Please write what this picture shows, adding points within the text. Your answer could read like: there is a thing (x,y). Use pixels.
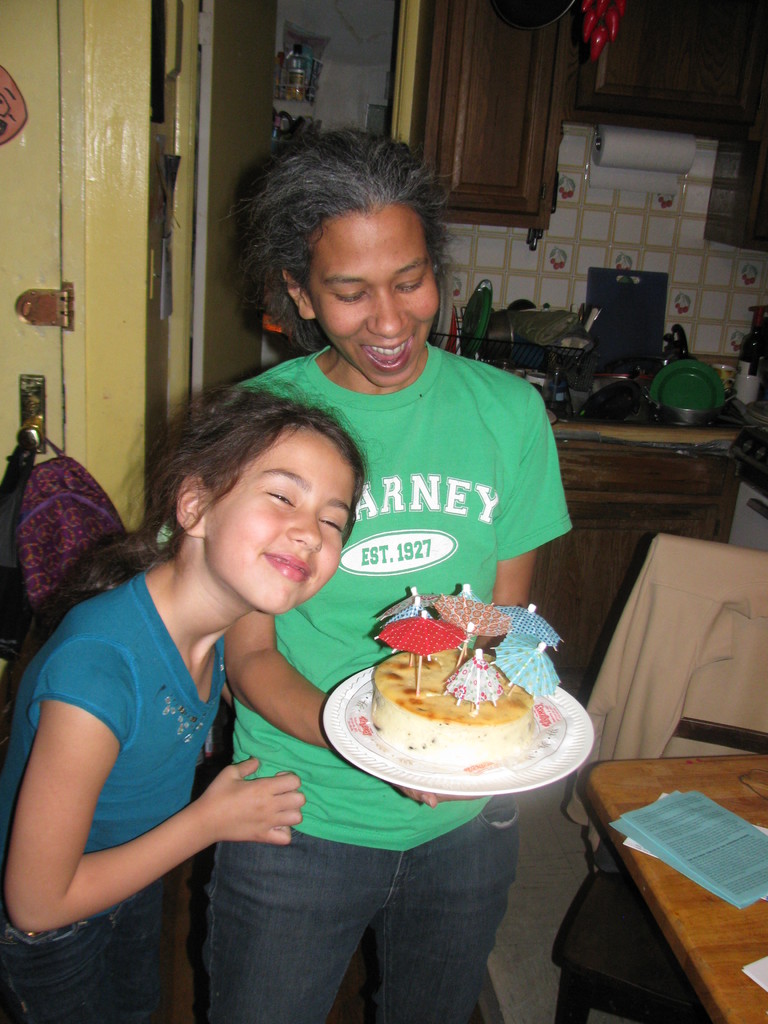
There are two members (283,463) in the picture. A small girl (341,463) and a woman (359,918). Woman (356,652) is holding a cake (479,736) in her hands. In the background (640,325) there is a tissue roll (626,170) and some dishes (441,331). To the right of the woman (391,527) there is paper (670,830) on the table (704,895).
